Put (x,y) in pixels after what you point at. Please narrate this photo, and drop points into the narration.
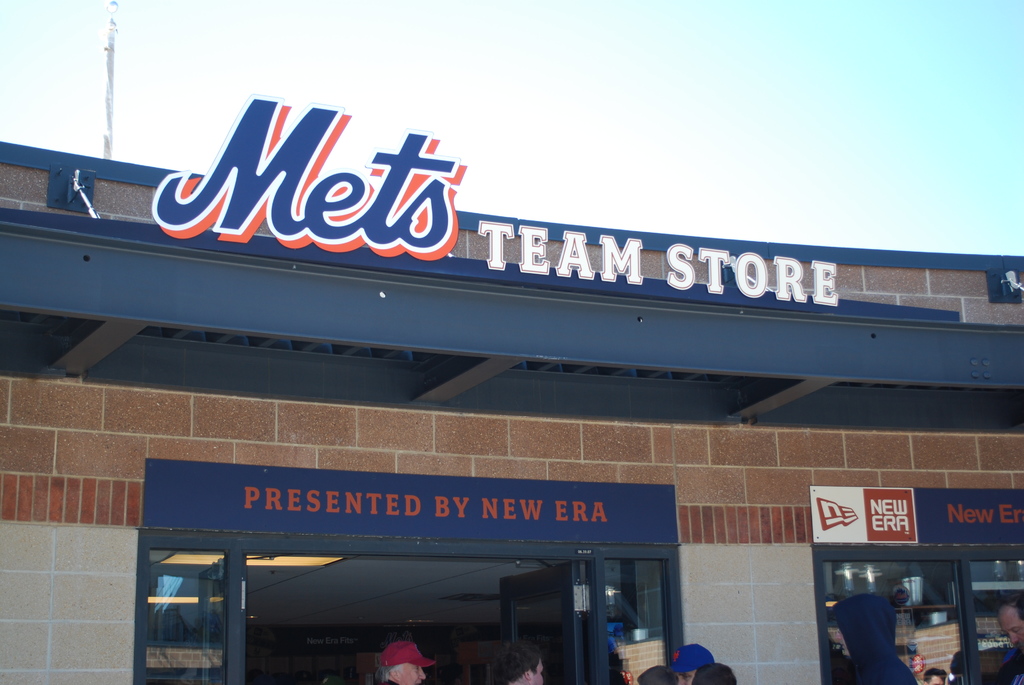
In this picture there are people (380,684) and we can see store (607,282), boards (888,539), wall (1023,442) and pole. In the background of the image (692,116) we can see sky (651,75).
